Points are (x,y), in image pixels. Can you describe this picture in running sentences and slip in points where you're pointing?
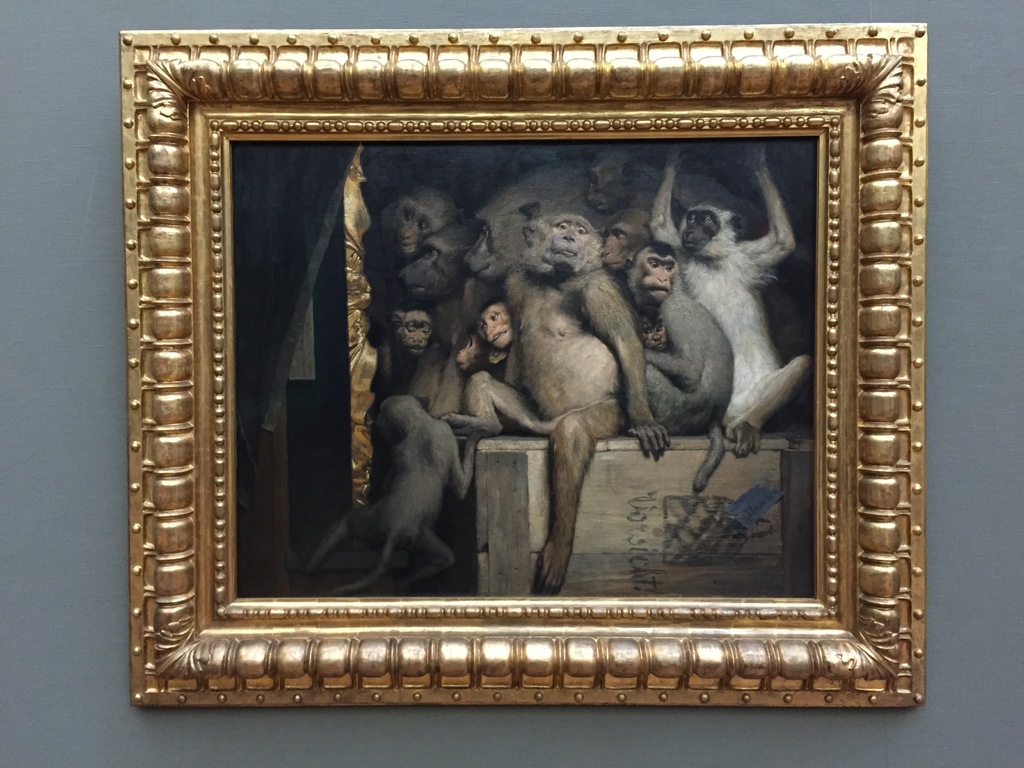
In the center of the image (666,506) there is a photo frame (122,44) in which there are many monkeys (415,244). At the background of the image (647,2) there is a wall (38,644).
